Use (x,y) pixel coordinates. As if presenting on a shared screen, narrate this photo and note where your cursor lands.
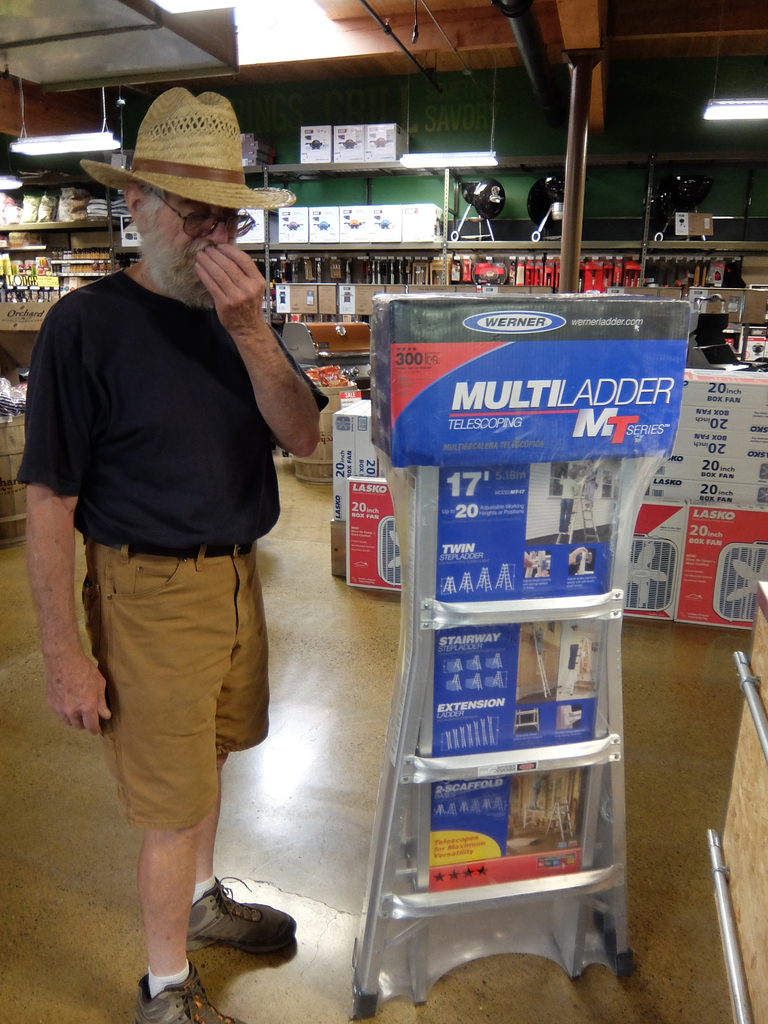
On the left side of the image (151,576) we can see a man (138,576) standing. He is wearing a cap (187,173). At the bottom (614,896) there is a stand (484,848). In the background (707,576) we can see boxes (670,534) and things (428,280) placed in the stand (450,252). In the background (609,193) there is a wall (747,137). At the top (742,117) there is a light (720,117).
